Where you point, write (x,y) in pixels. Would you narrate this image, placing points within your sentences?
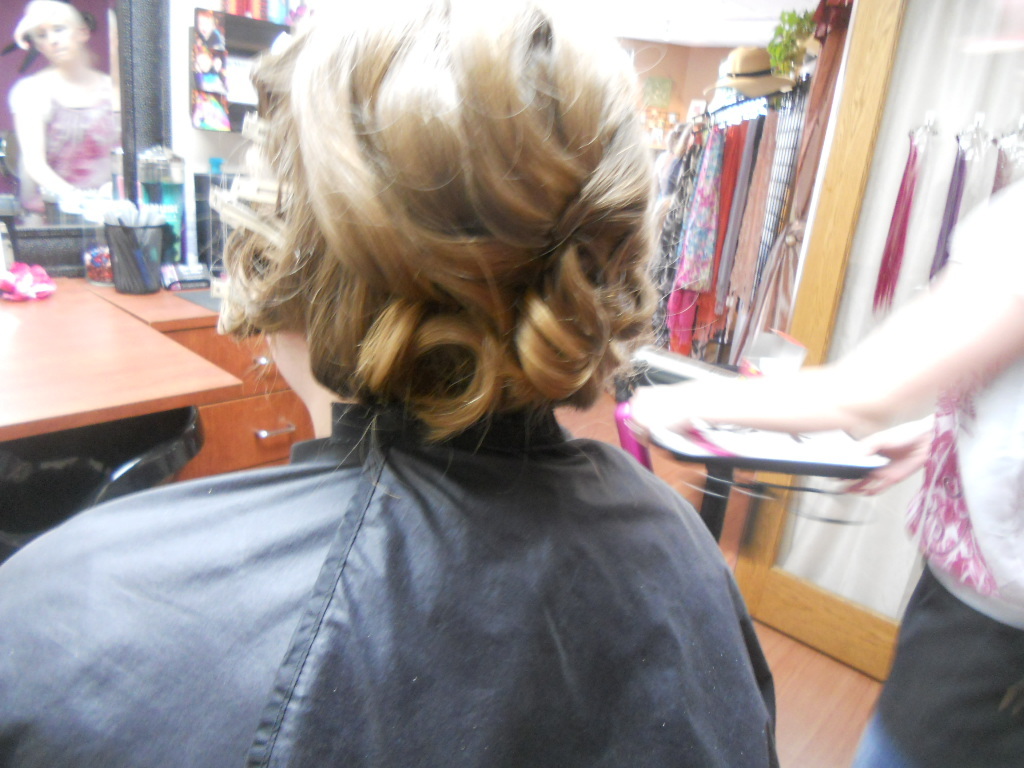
In this image there is a person (501,376). Beside to it at the right side of the image (1017,608) there is a person (917,687) standing and holding a tray (794,462). At the left side (34,29) there is a mirror (34,29) before it there is a glass (120,286). At the right side (820,15) there are few clothes (730,262).
